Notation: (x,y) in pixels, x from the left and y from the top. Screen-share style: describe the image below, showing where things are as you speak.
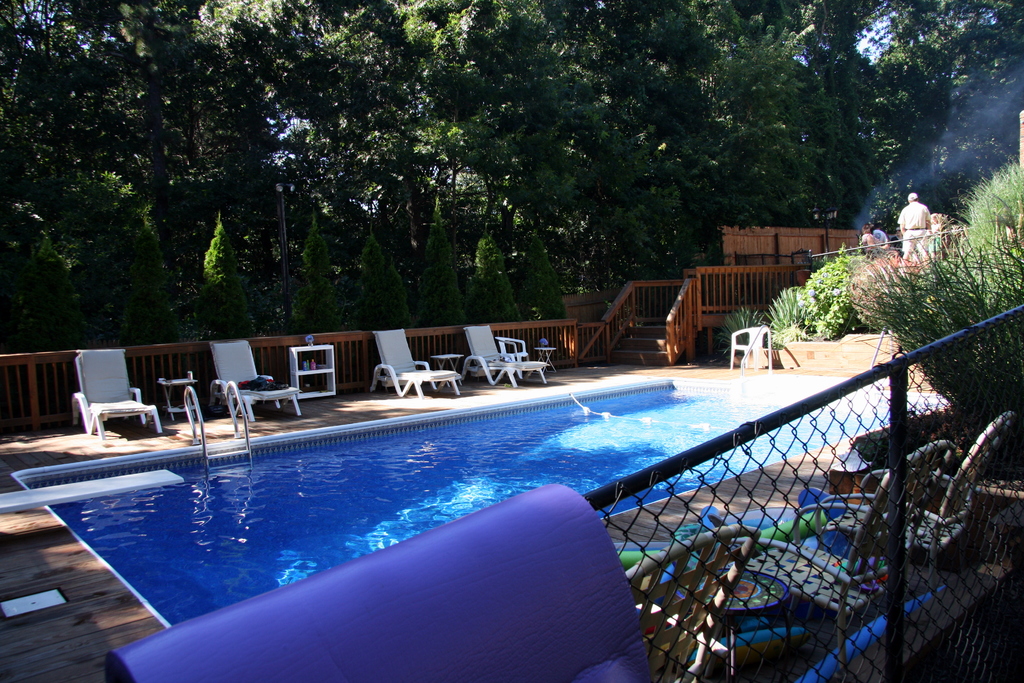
In the center of the picture (540,425) there is a swimming pool (490,438), around the pool (167,490) there are beach chairs (89,410) and other objects (614,559). In the foreground (979,349) it is railing (1000,330). On the right (879,289) there are plants (912,278), people (920,237) and other objects (847,250). In the background (415,244) there are trees (404,203).
